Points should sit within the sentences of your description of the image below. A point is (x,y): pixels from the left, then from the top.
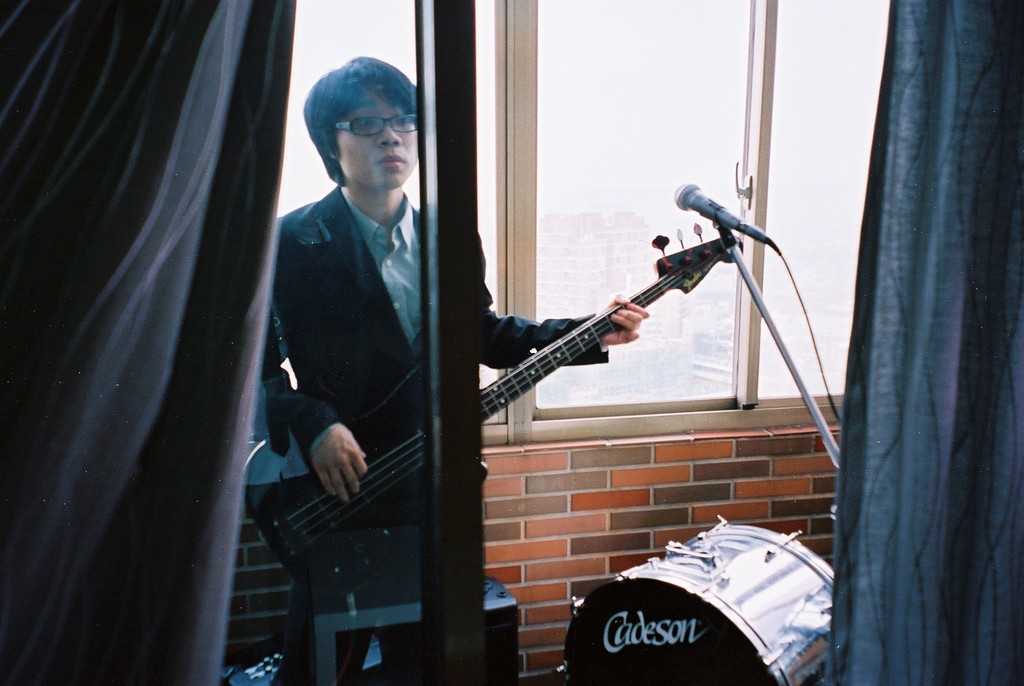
This picture is of inside. On the right (959,256) there is a curtain (933,600) and a drum (702,614) and there is a microphone (713,214) attached to the stand (824,427). On the left (316,281) there is a man (362,179) wearing suit (366,285) and seems to be playing guitar (635,300). In the background (563,432) there is a window (634,120) through which we can see the outside view (712,121).
